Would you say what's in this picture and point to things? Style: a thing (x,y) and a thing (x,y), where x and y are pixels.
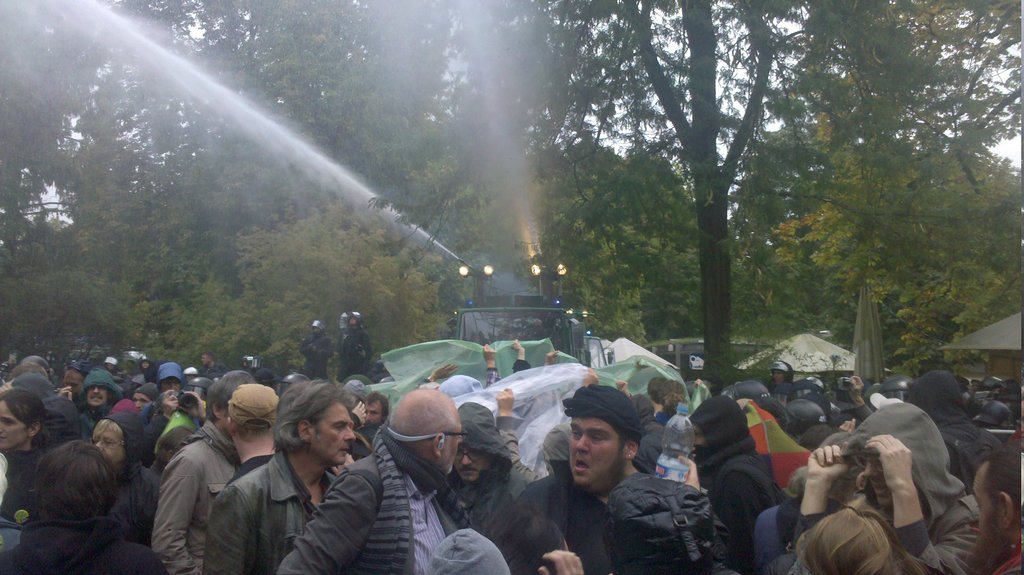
In this image I can see number of people (640,402) are standing and I can see all of them are wearing jackets (868,416). In the centre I can see few people (578,404) are holding plastics (544,392) and in the front (640,558) I can see one of them (713,501) is holding a bottle (673,473). In the background (319,282) I can see a vehicle (515,308), few sheds (829,344), number of trees (659,267), few lights (557,302) and on the vehicle (484,293) I can see two water guns (551,281). I can also see water (511,218) coming out from these guns (460,261).
